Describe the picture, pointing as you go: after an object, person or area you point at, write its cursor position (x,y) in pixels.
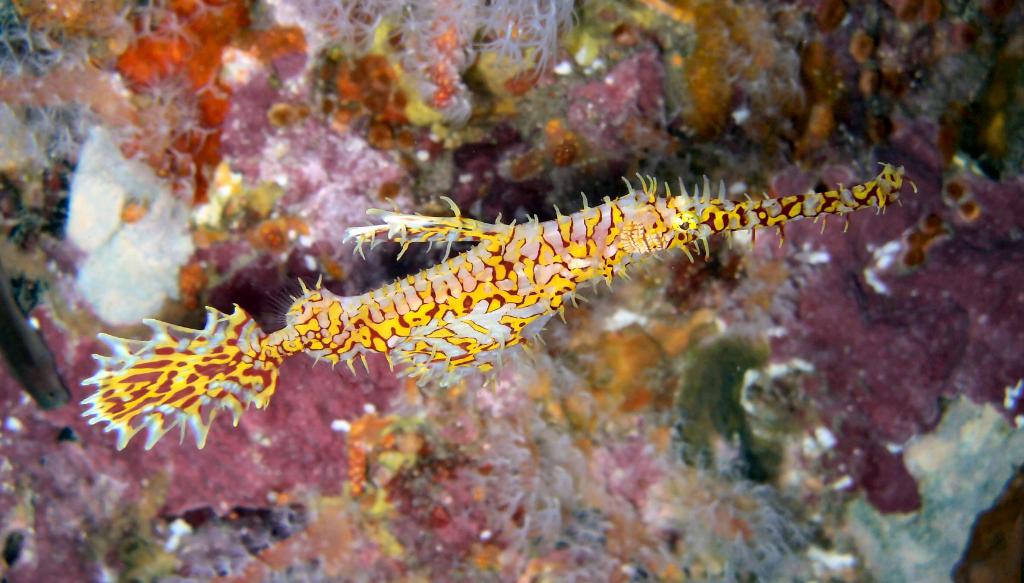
In this image we can see a fish (301,325) and few objects (870,329) in the background (356,138).
